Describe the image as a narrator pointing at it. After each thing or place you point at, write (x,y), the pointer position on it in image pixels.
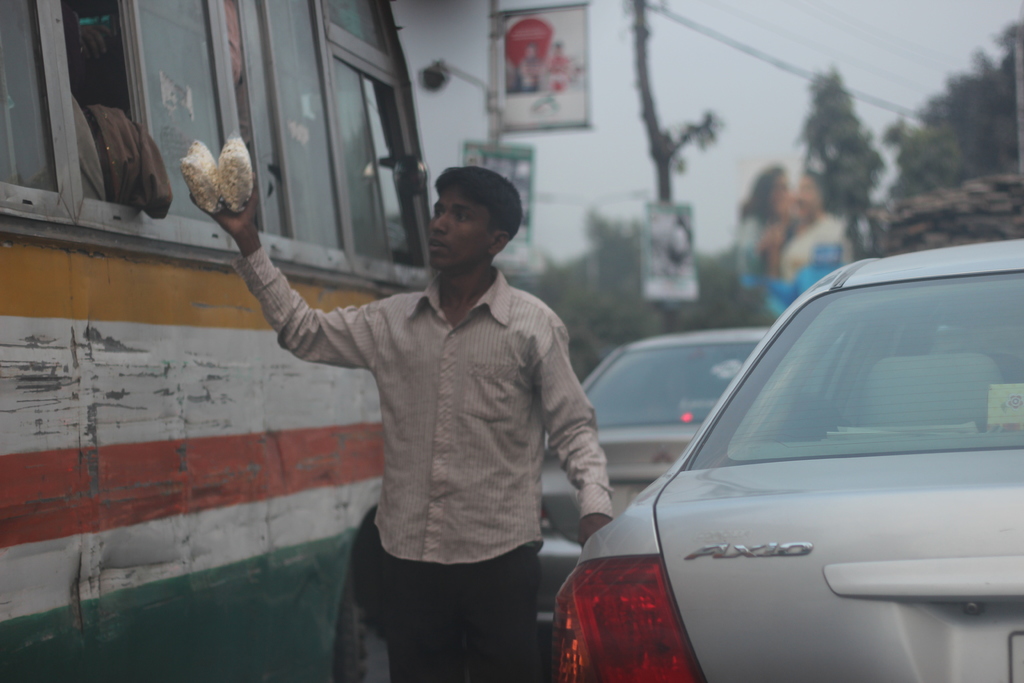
In this image I can see the person (459,461) standing and holding two objects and I can see few vehicles (787,580). In the background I can see the light pole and I can also see the board (516,64) attached to the pole (492,64), few trees (827,128) in green color and the sky (865,59) is in white color.
